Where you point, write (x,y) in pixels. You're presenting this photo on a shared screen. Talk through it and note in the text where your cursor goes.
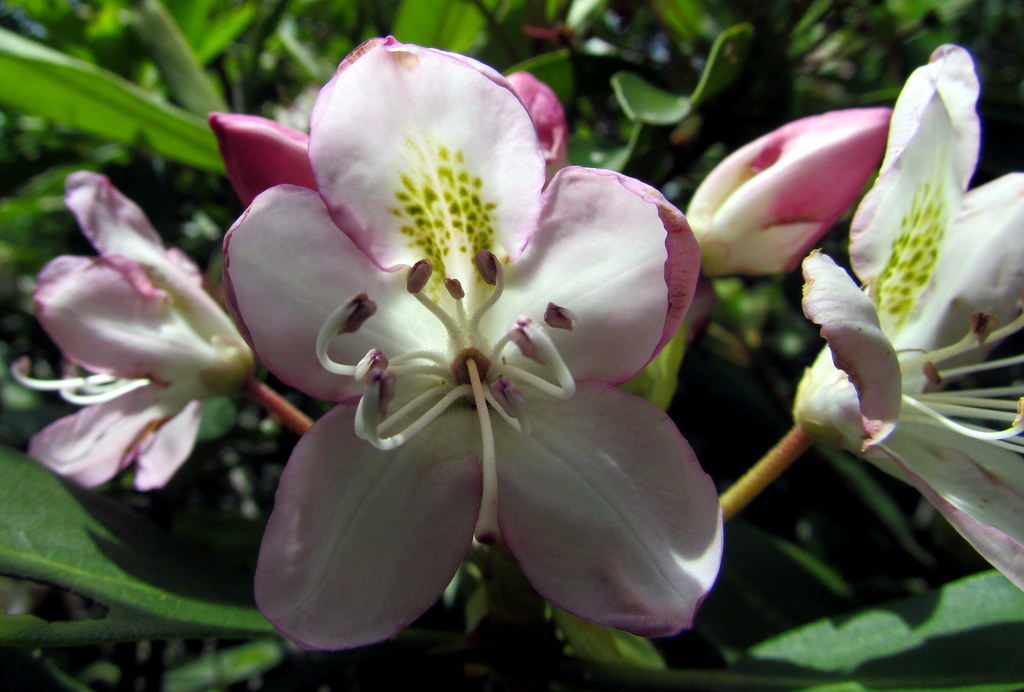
In this picture we can observe pink and white color flowers (489,324). There are flower buds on this flower (424,351). In the background (198,116) we can observe plants (415,35) which are in green color.
